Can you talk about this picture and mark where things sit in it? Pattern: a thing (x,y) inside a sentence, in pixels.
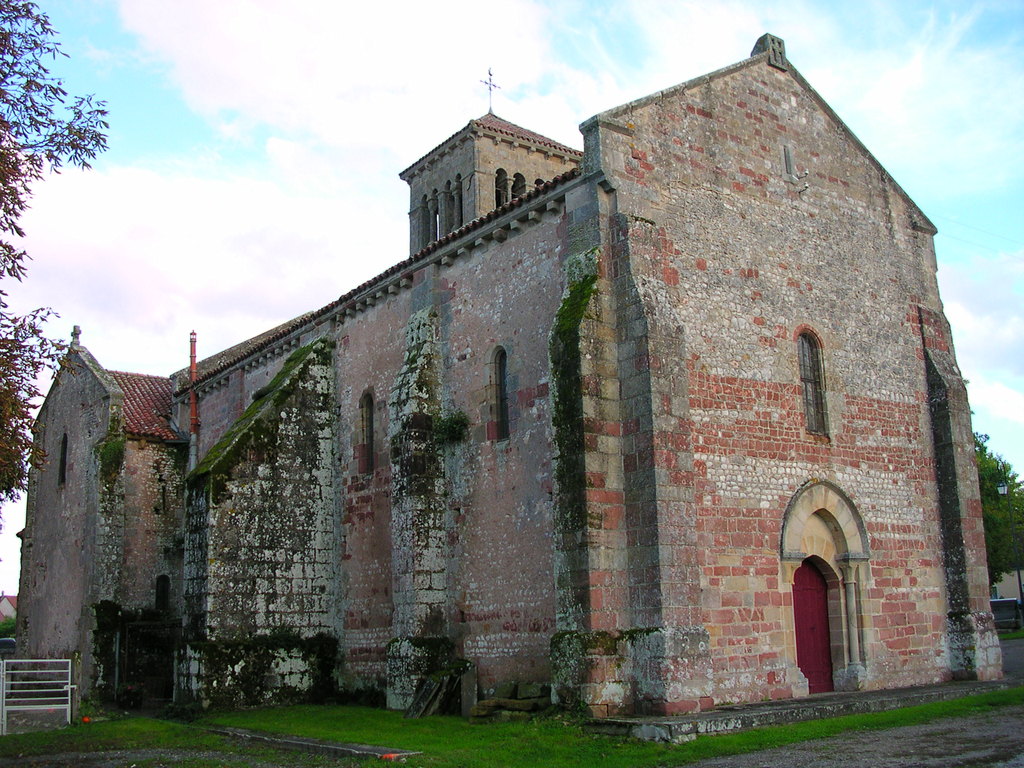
In the picture we can see a old church building (760,562) and a cross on the top of it. And near the building (777,691) we can see a part of the grass surface (160,723) and a part of the tree (14,225). In the background (39,297) we can see the sky (39,289) with clouds (94,330).
